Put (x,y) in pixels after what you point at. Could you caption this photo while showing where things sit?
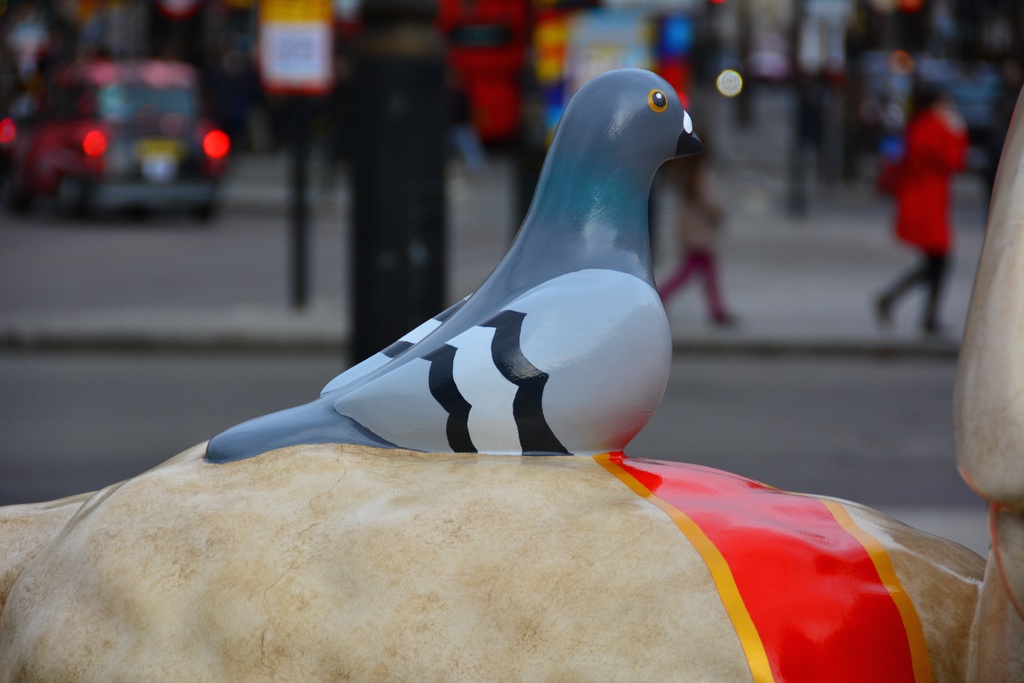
In the center of the image (634,399) there is a depiction (625,99) of a pigeon (641,386). In the background of the image (461,260) there is a road (240,169). There is a car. There are people (921,172) walking on the road (158,378).
